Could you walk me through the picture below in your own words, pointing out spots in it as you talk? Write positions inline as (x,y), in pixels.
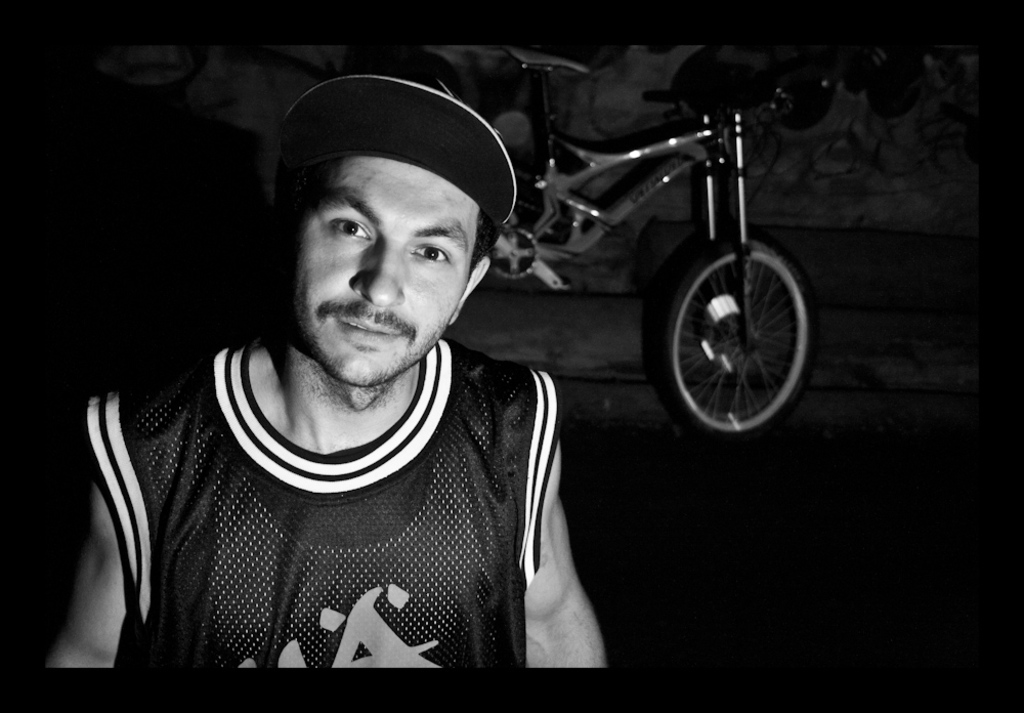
This is a black and white pic. We can see a cap (349,156) on the man's head (353,267). In the background (240,206) we can see a bicycle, objects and looks like drawings (623,125) on the wall (975,171).
